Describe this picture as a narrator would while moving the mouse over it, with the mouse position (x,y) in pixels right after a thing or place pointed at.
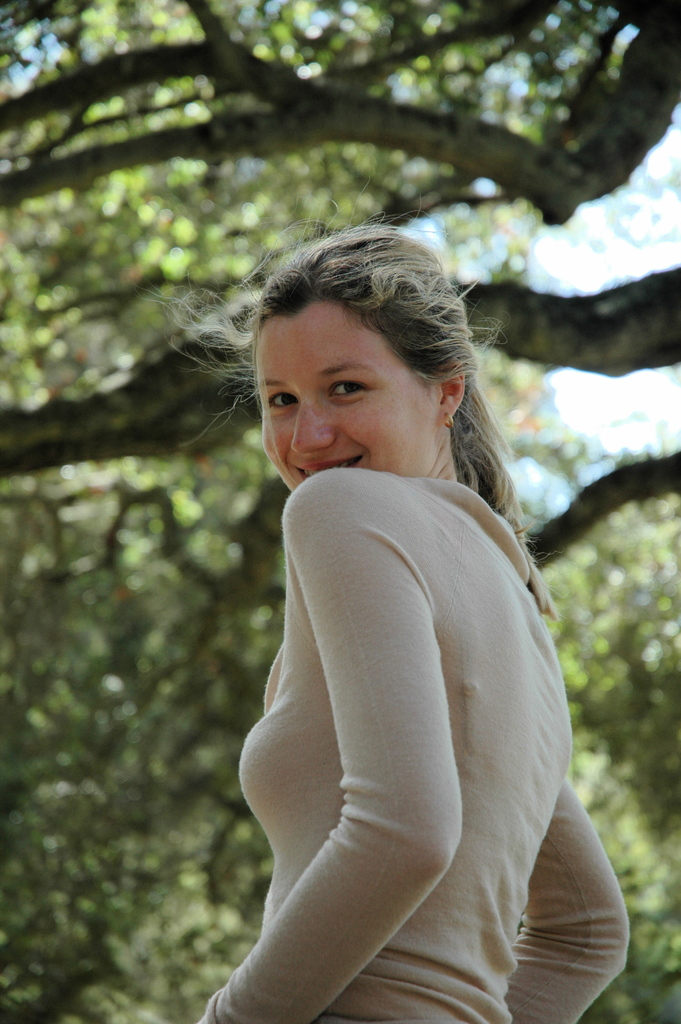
In this image there is a woman (519,656) standing. Background (658,747) there are trees (227,656). Behind there is sky (596,378).
